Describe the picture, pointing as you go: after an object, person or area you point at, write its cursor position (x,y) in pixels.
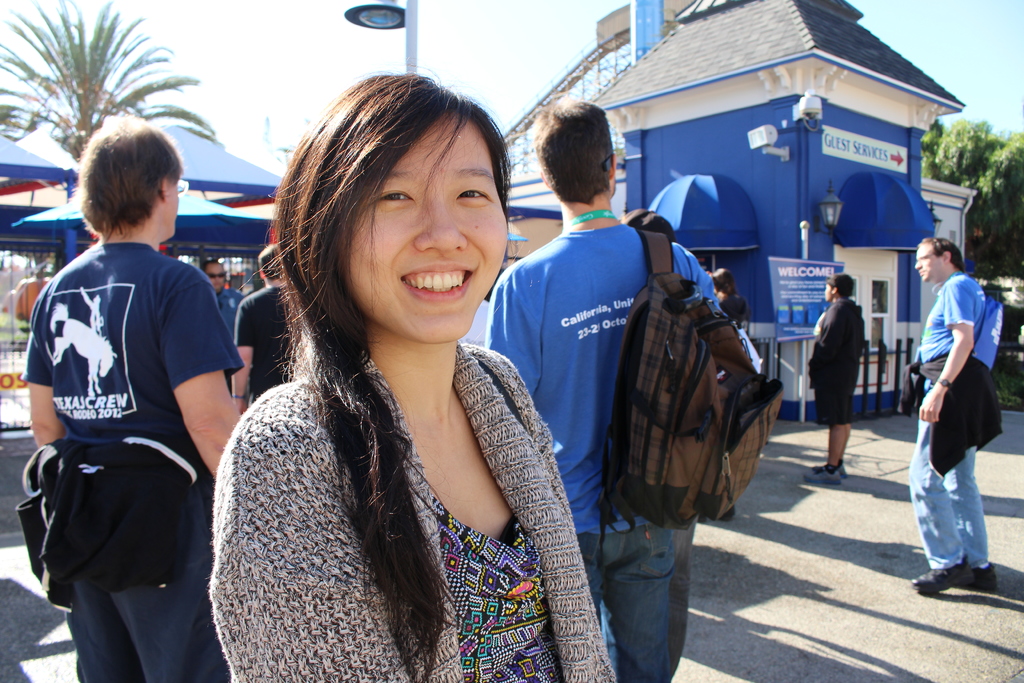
In the center of the image (390,375) we can see a lady (460,353) standing and smiling. In the background (108,479) there are people (108,479), buildings (814,187), trees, pole (412,40) and sky (553,36).
